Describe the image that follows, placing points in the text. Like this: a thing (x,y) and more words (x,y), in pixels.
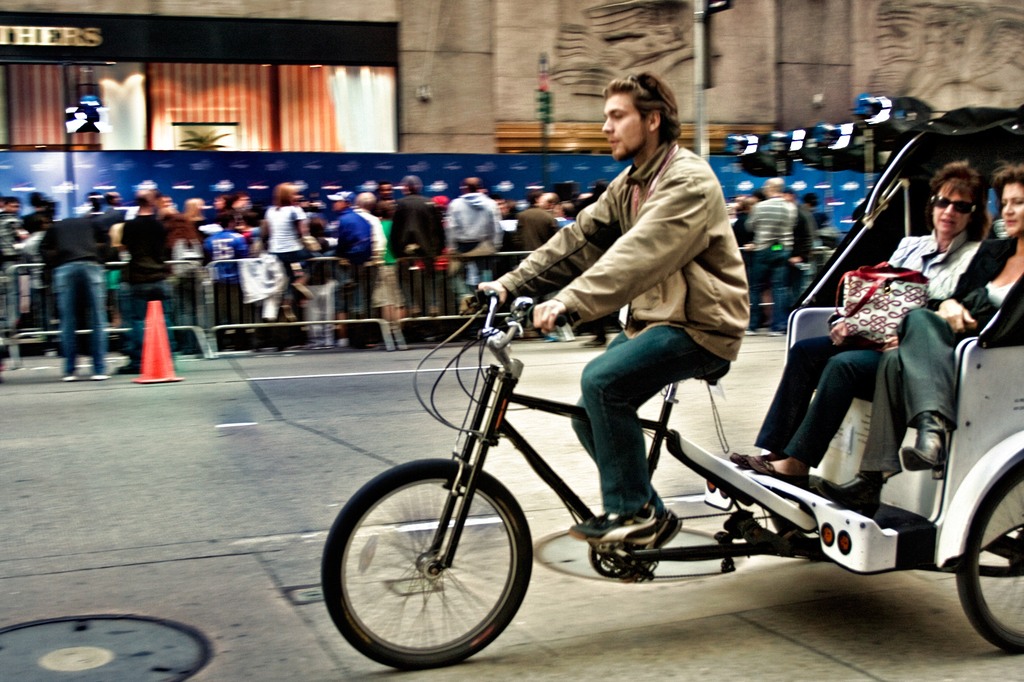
In this image I can see the person (577,310) riding the vehicle (769,476) and two people (882,363) are sitting in it. In the background (325,304) I can see the traffic cone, railing (251,307) and the group of people (346,234) with different color dresses (383,284). I can also see pole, banner (179,188) and the building (563,130).
